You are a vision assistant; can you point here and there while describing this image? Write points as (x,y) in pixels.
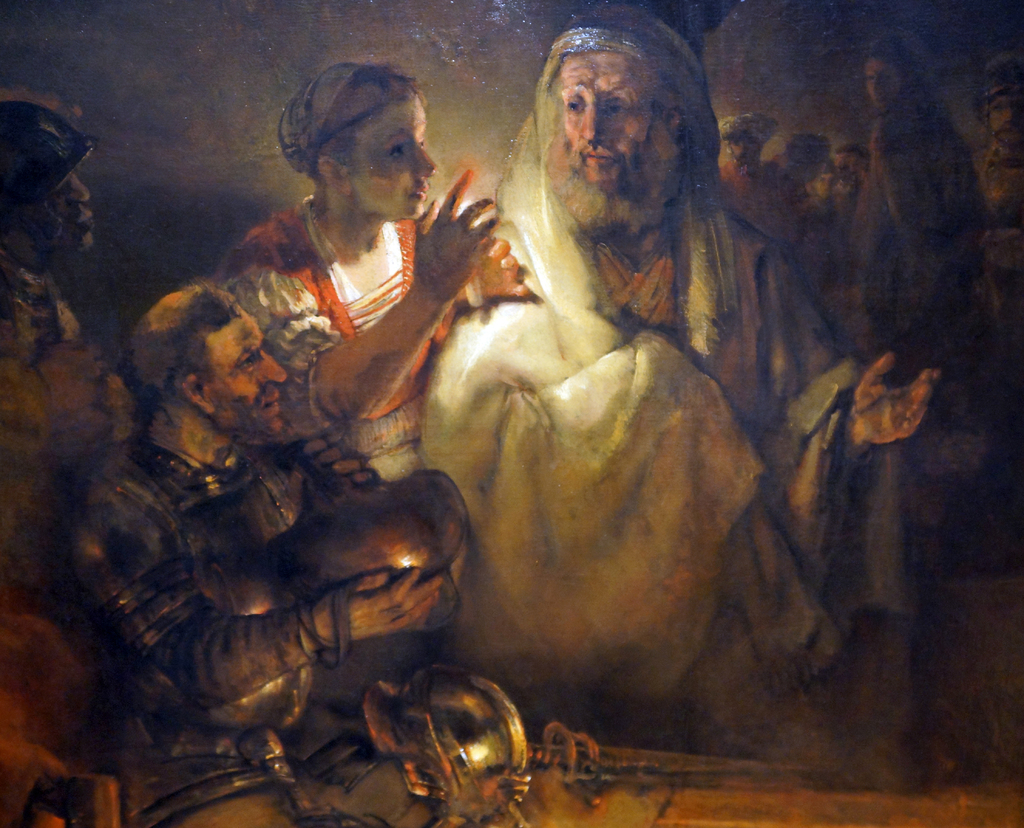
This is the picture of the painting (582,236). In this picture, we see three men (207,345) and a woman (332,287). The man (227,293) in front of the picture is holding an object (425,490) in his hands (421,597). On the right side (870,228), we see the people (867,162) are standing. In the background (489,51), it is grey in color. This picture might be clicked in the dark.
